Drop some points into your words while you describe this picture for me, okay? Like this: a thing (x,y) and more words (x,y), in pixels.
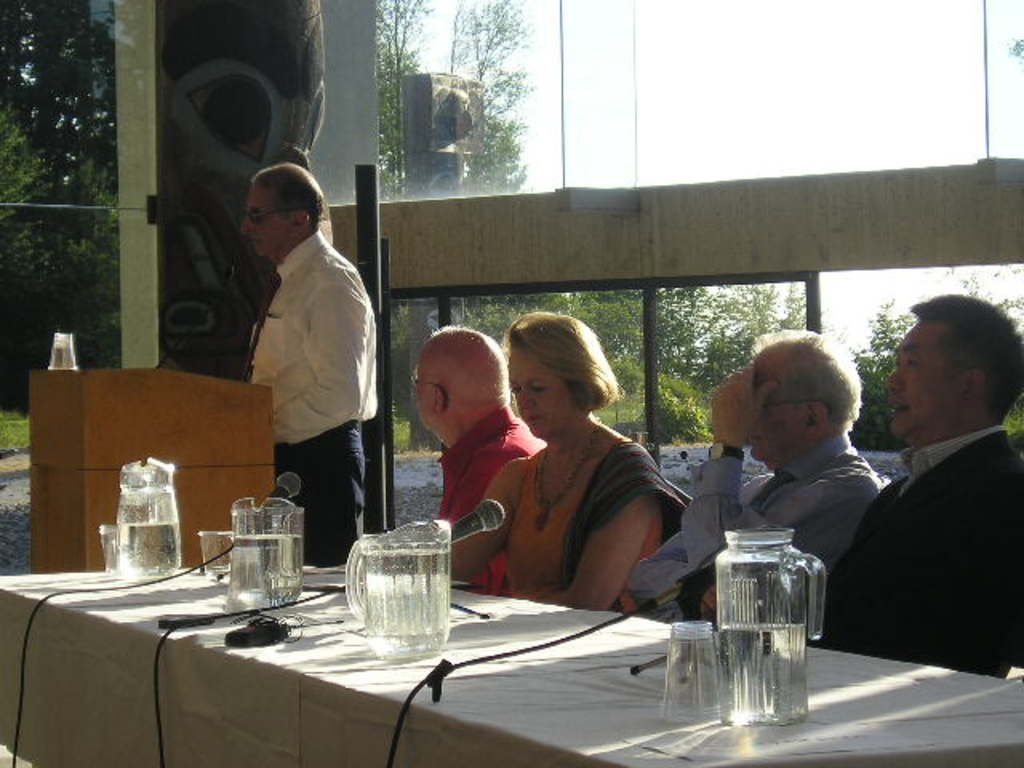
In this picture there are group of people (838,466) who are sitting on a chair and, on the left side (269,304) there is one person (287,285) who is standing. In front of him there is one podium (179,408) and mic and in the bottom (373,664) there is one table (61,657) on that table (183,614) there are some jars (726,628), and glasses (691,635) and mikes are there and on the top (594,45) there is a glass window (441,114) and on the left side (118,209) there are some trees (105,200).
